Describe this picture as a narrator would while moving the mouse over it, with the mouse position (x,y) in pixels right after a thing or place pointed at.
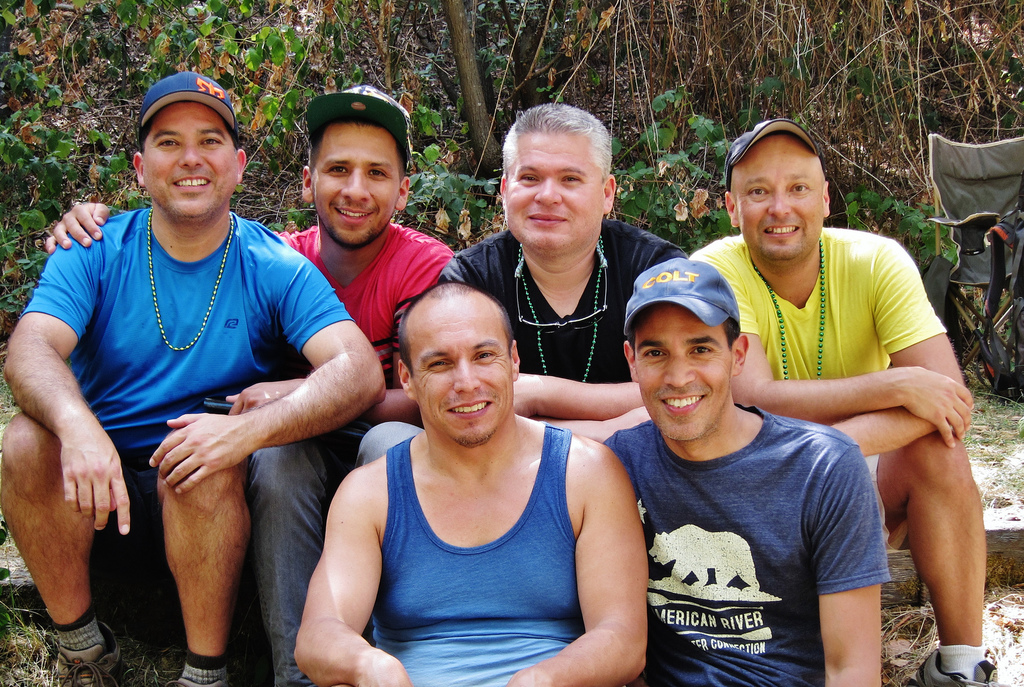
In the foreground (61,404) I can see six persons (602,261) are sitting on the ground (995,646). In the background (605,93) I can see trees (513,67). This image is taken during a day.
